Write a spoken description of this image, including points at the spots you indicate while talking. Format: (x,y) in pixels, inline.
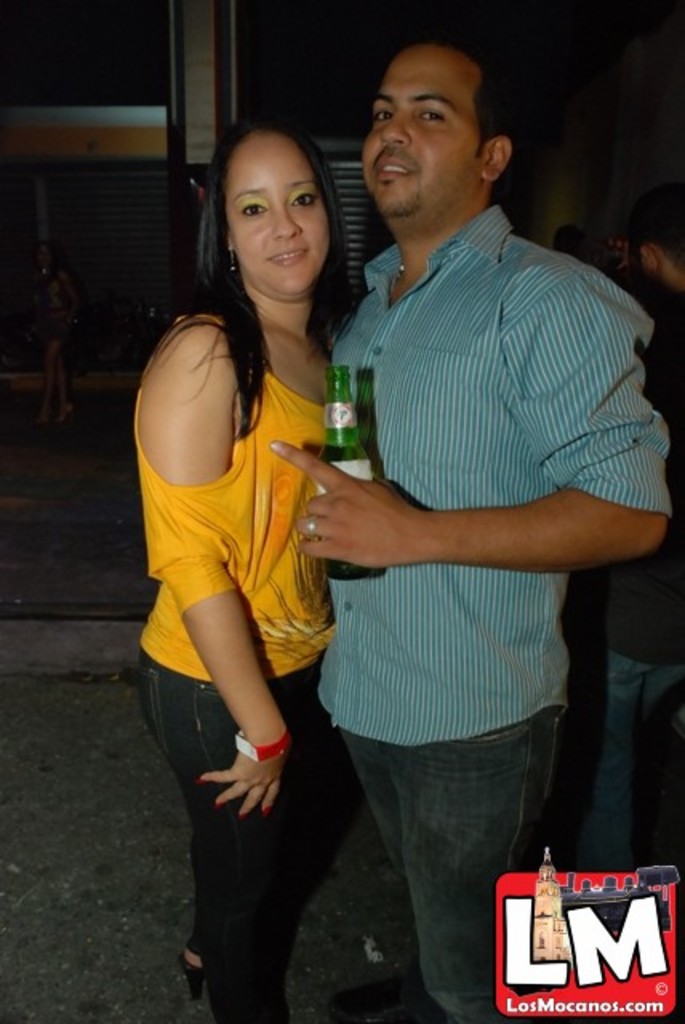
In this image we can see two people (296,521) are standing and posing for a photo and among them one person (501,487) holding a bottle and there are few people (681,331) in the background (46,267) and we can see a building (604,195).
